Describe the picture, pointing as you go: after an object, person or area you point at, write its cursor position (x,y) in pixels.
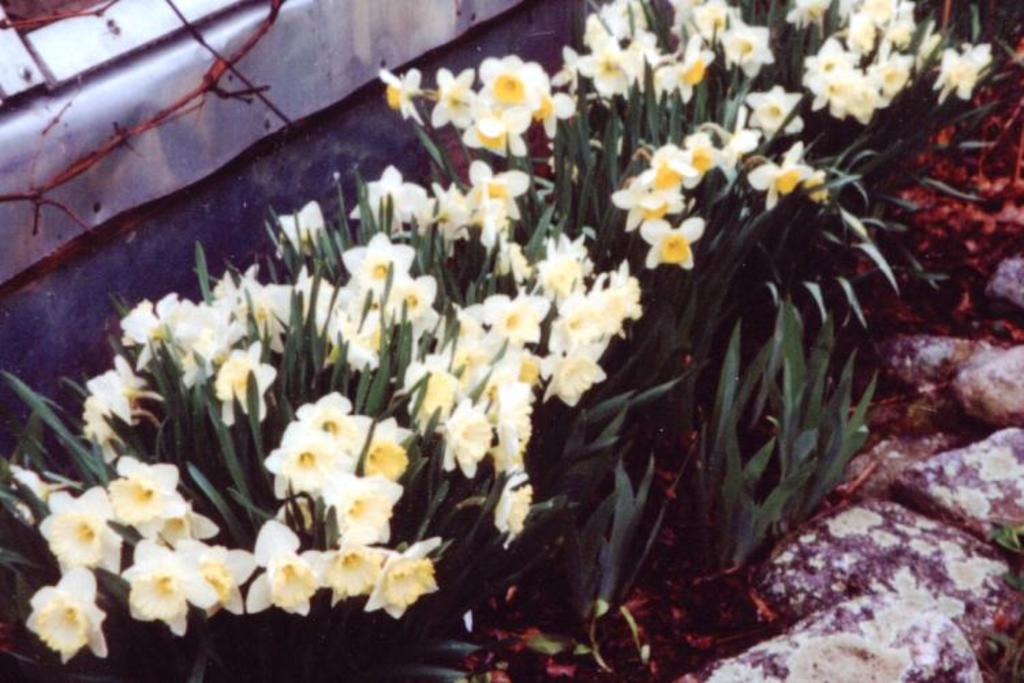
These are the plants (485,278) with white flowers (394,453). I can see the rocks (869,623). This looks like an iron sheet (186,155).
